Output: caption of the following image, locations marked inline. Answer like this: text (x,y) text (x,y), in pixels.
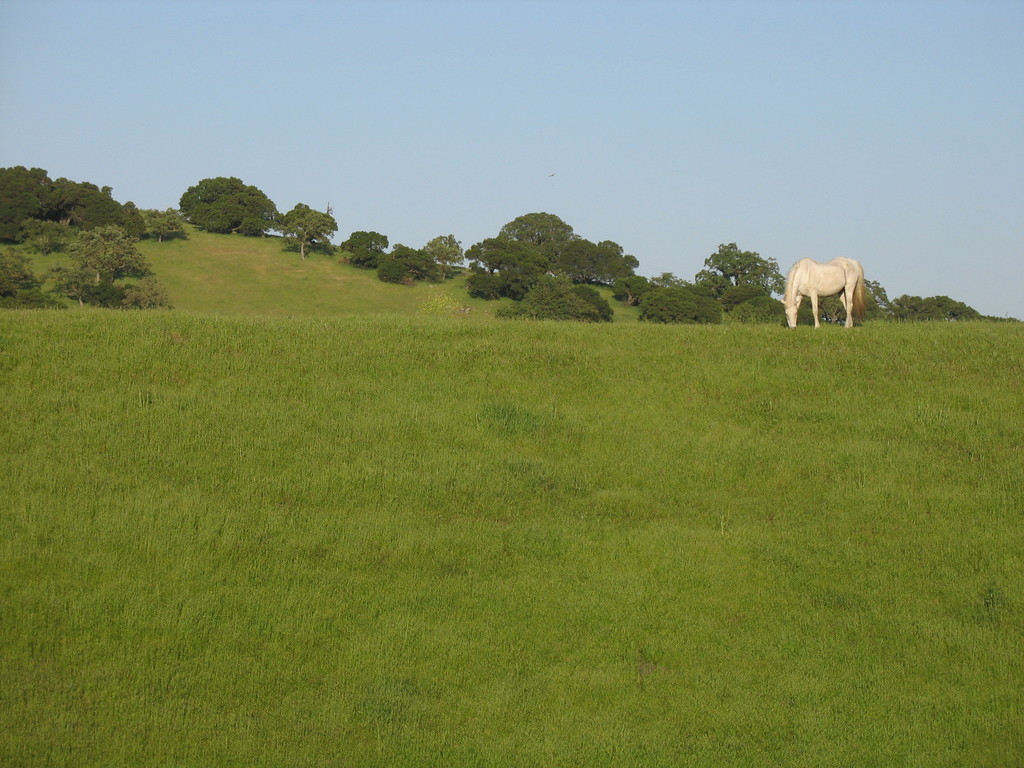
In this image I can see an open grass ground (485,406). On the right side of this image (836,291) I can see a white colour horse (802,276) is standing. In the background (866,236) I can see number of trees (725,292) and the sky (505,139).
